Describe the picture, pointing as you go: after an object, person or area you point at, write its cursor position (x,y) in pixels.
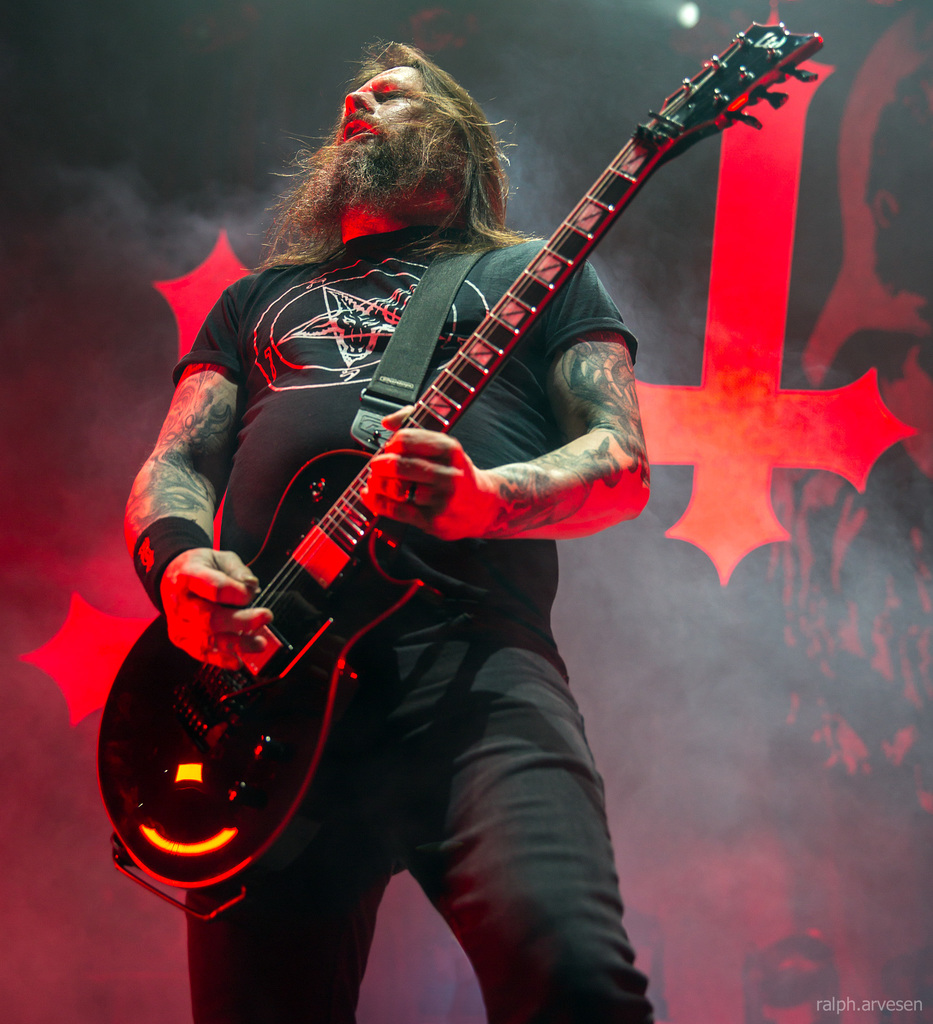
In this image i can see a person (202,553) standing and holding a guitar (124,697) in his hands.
